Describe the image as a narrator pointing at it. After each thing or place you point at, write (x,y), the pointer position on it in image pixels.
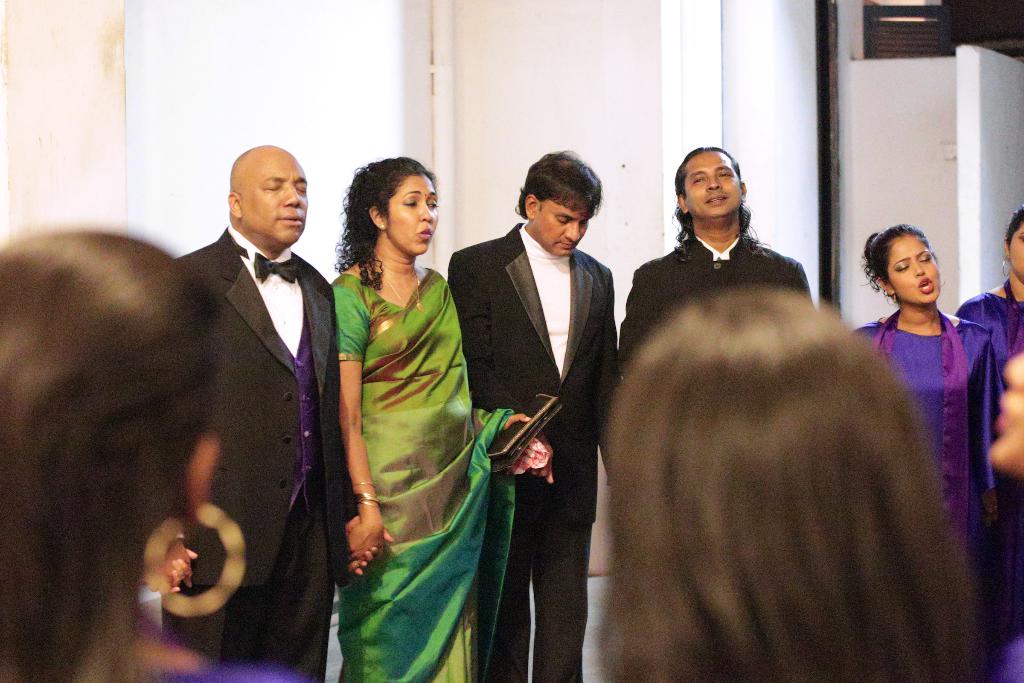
In this image, there are group of people (608,351) standing. This is the wall (667,73), which is white in color.
